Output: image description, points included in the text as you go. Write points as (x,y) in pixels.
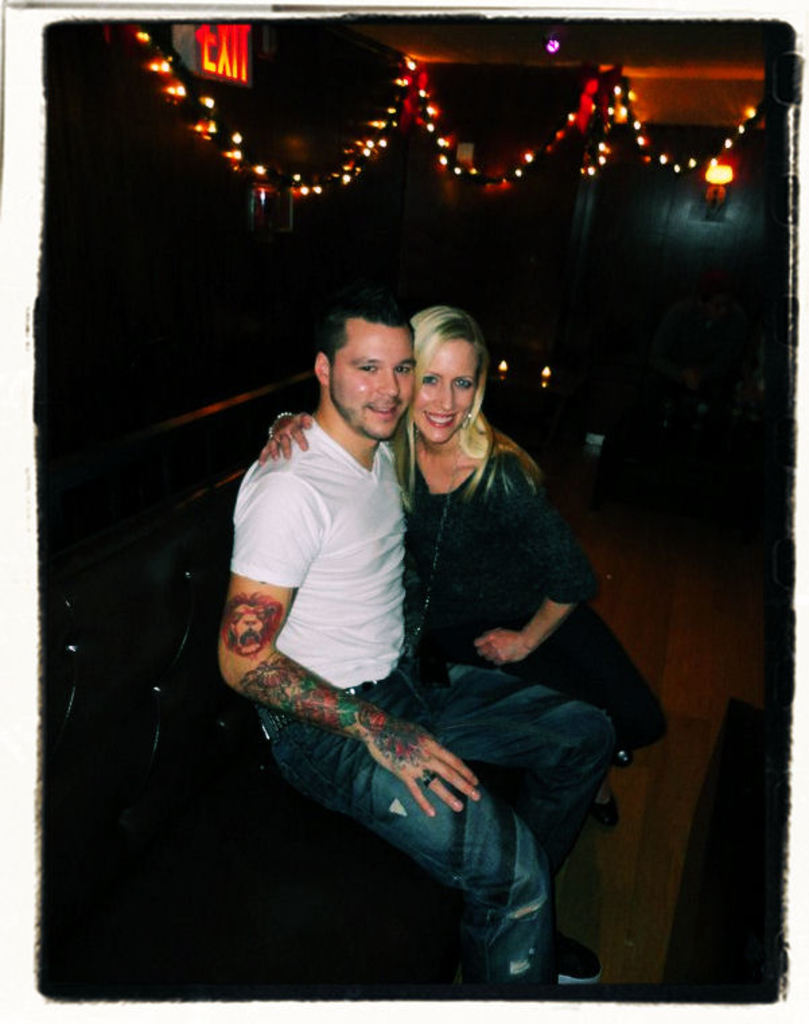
In this image I can see a man (264,684) and a woman (472,622) are sitting and smiling. In the background (745,111) I can see lights (376,144).
